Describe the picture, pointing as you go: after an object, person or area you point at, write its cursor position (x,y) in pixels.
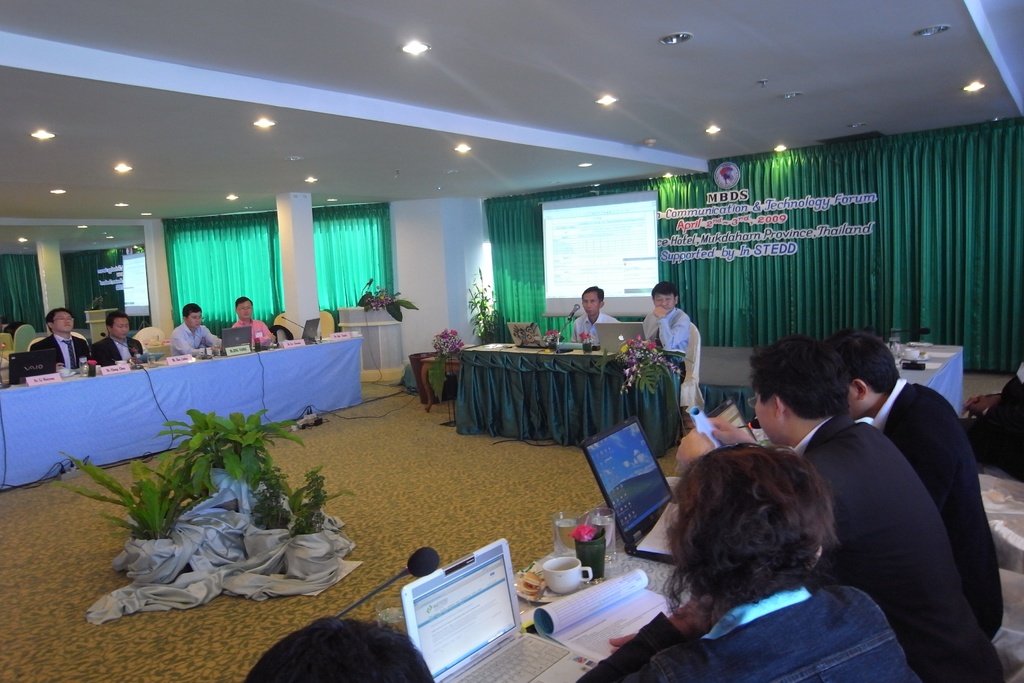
In this image there are group of people (853,517) who are sitting on chairs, and also there are some tables (269,390). On the tables (647,419) we could see some bottles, laptops (551,658), papers (593,596), cups (581,566), glasses (601,524) and some flowers (591,337). In the background (263,270) there are some curtains (948,254), windows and pillars (150,247), in the foreground (209,509) there are some flower pots (236,510) and plants (127,501). On the top (455,105) there is ceiling (288,105) and some lights (271,124).
